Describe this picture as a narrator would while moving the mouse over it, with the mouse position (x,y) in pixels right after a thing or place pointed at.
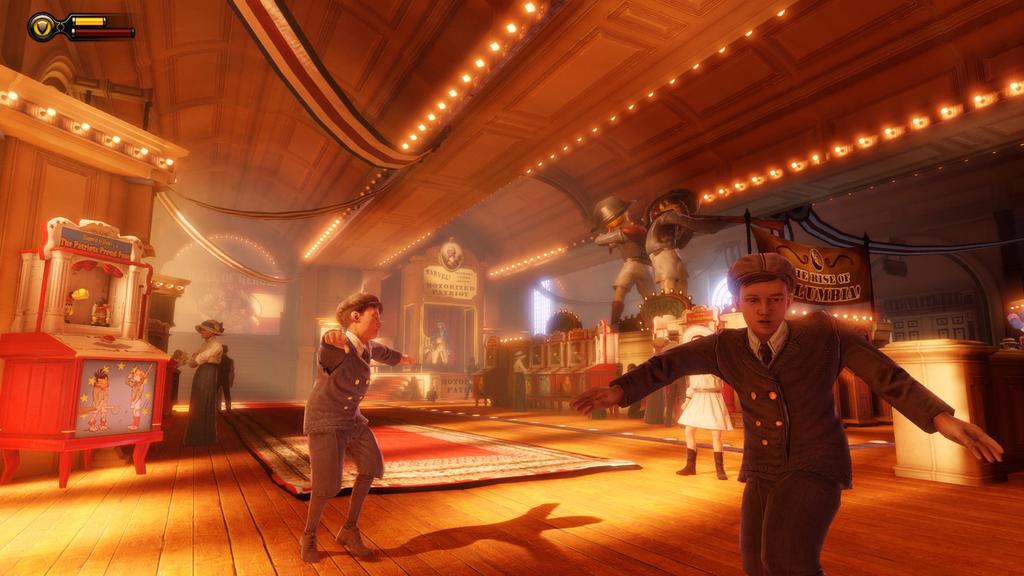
This is a graphic image, in this image there are a few people (224,383), around them there are some gaming machines (122,372) and some other objects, at the top of the image (374,181) there are lamps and some decorative objects (317,93) and there is a logo (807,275). There are banners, tables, stairs (390,395), red carpets (284,449) on the floor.
